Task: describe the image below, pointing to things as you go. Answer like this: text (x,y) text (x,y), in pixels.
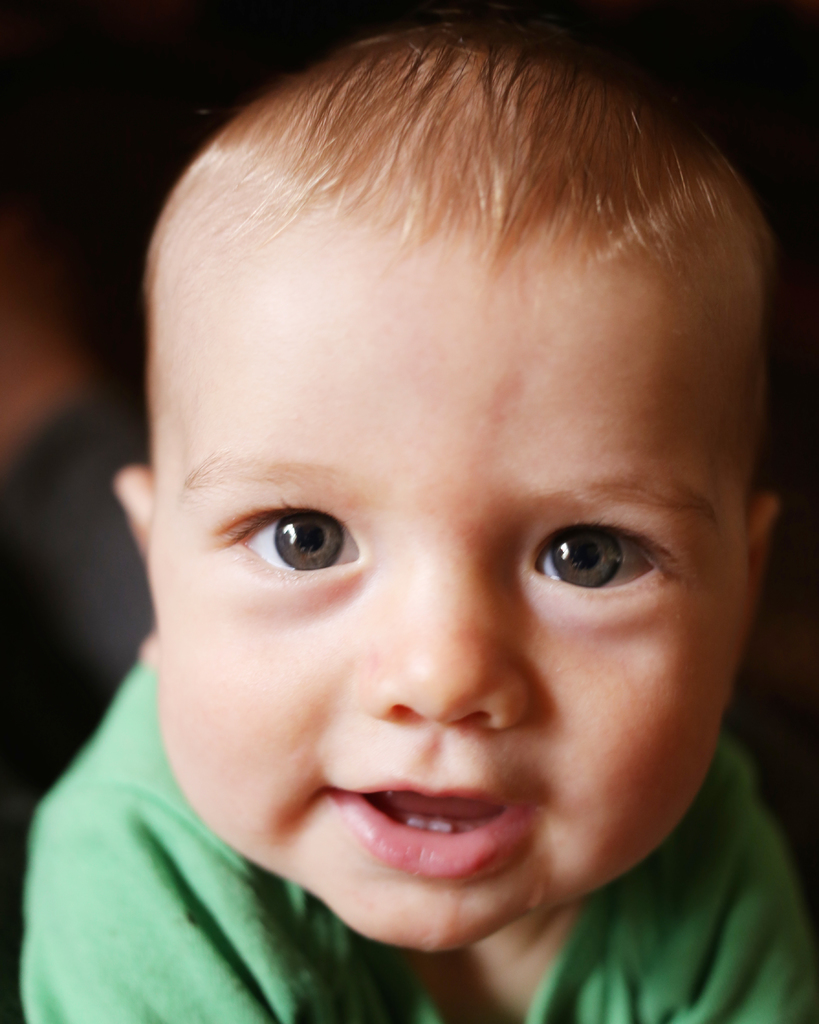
In this image there is a boy (366,715) smiling, and there is blur background (803,177).
